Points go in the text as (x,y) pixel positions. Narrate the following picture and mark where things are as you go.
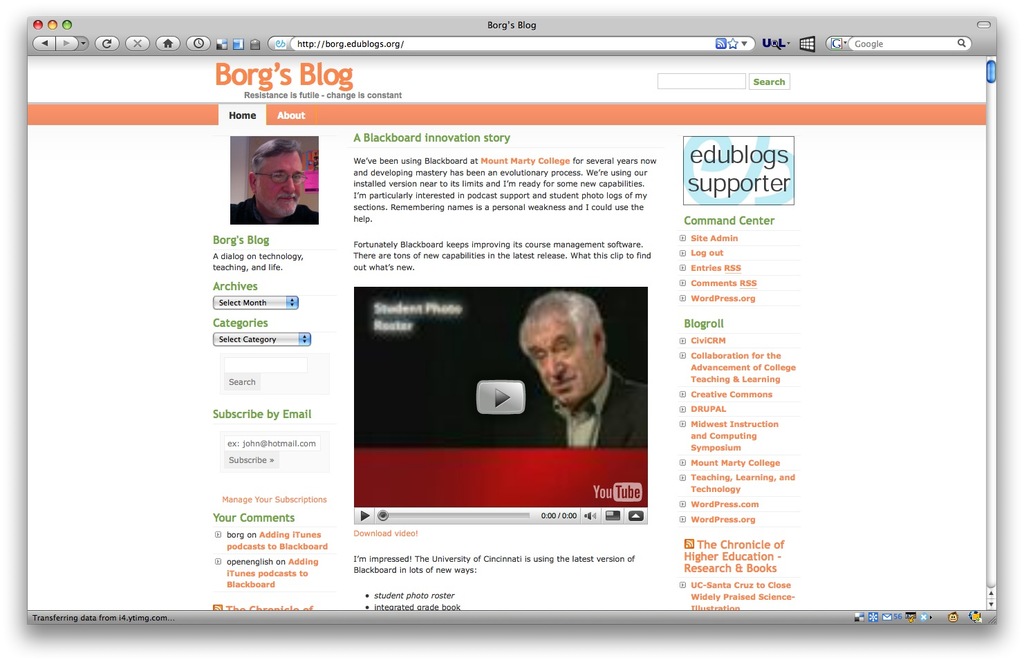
In this image I see the web page (204,102) over here and I see pictures (271,169) of 2 men (262,186) and I see an article (422,182) written over here.
